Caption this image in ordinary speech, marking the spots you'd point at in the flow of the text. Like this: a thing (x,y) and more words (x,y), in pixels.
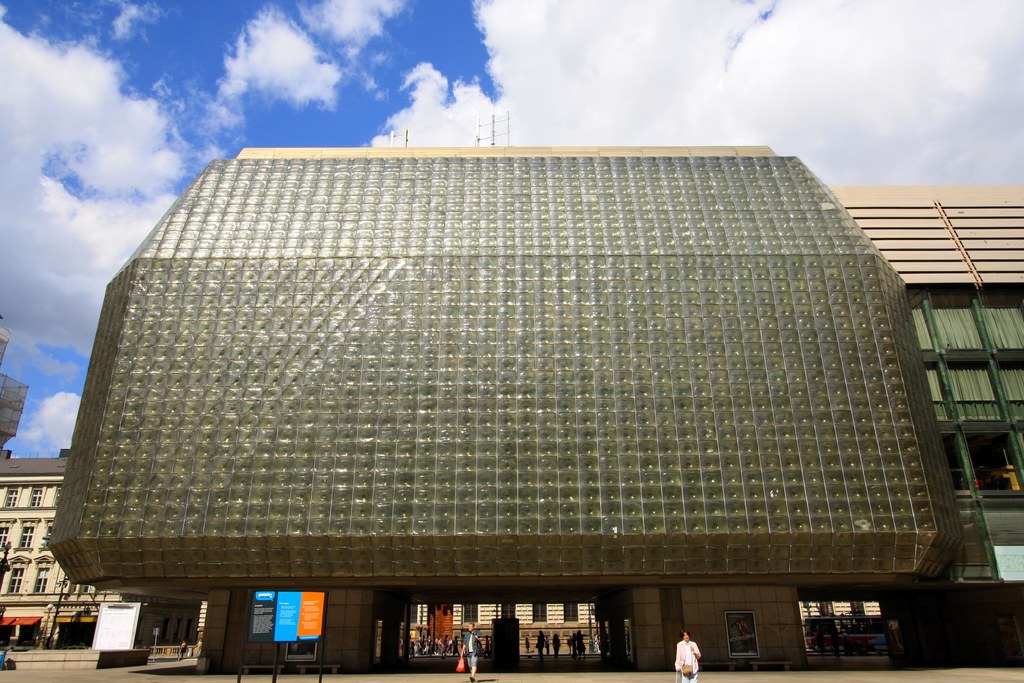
Sky (391,84) is cloudy. Here we can see buildings (232,536) with windows (961,366), people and hoardings (287,620).
